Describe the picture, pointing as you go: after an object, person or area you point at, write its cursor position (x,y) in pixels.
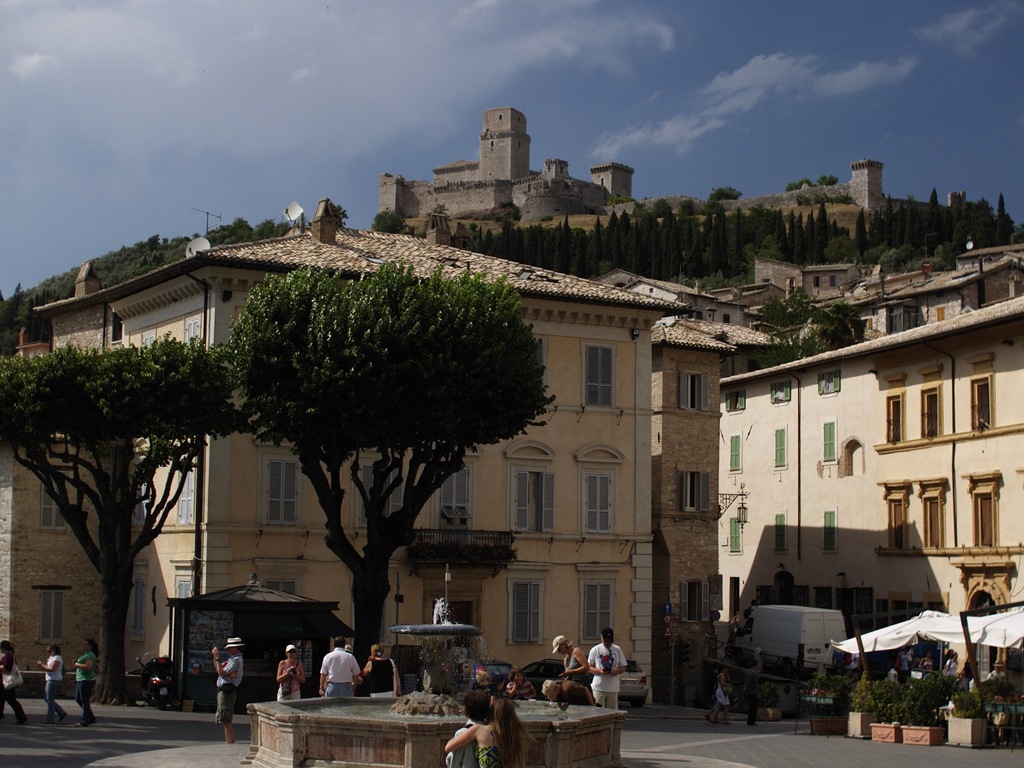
In this picture I can see some people (454,740) who are standing on the road (114,759). Beside them I can see the building (513,589), trees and cars (824,623). On the right (717,448) I can see many buildings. In the bottom right corner (913,693) I can see the plants (926,688) and pots (914,729). In the background (537,262) I can see the mountains (713,262), monuments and trees (729,277). At the top (615,72) I can see the sky (349,38) and clouds (343,70).
